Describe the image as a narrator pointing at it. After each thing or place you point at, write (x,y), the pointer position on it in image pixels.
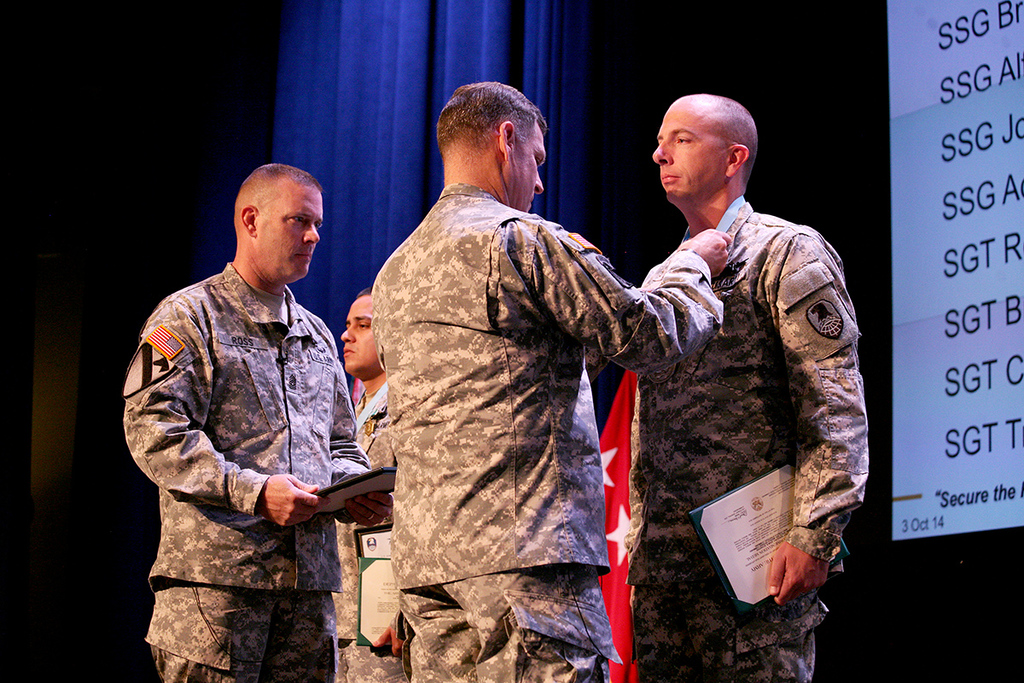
In this image we can see the four persons (510,408) standing and holding the objects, also we can see the curtains (323,169), flag (608,482) and a screen (935,238) with some text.
